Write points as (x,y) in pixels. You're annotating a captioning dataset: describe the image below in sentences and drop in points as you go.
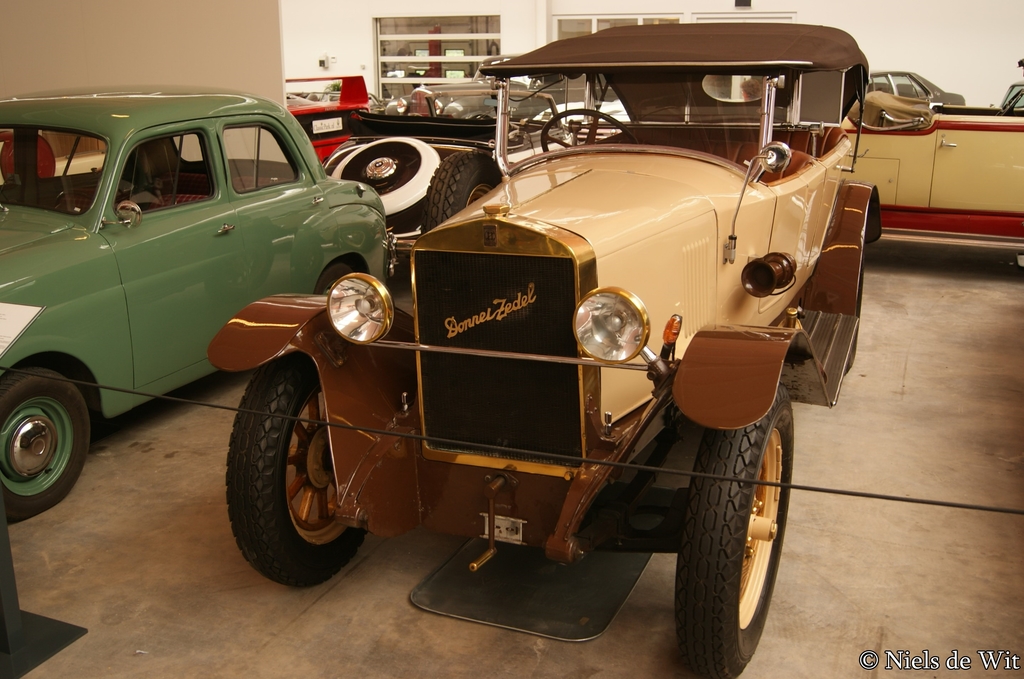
In the center of the image (485,318) we can see vehicles (601,426), wire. At the top of the image (339,69) we can see wall (336,50), cupboards (447,49) and some objects (324,60). At the bottom of the image (251,633) there is a floor (115,593).
